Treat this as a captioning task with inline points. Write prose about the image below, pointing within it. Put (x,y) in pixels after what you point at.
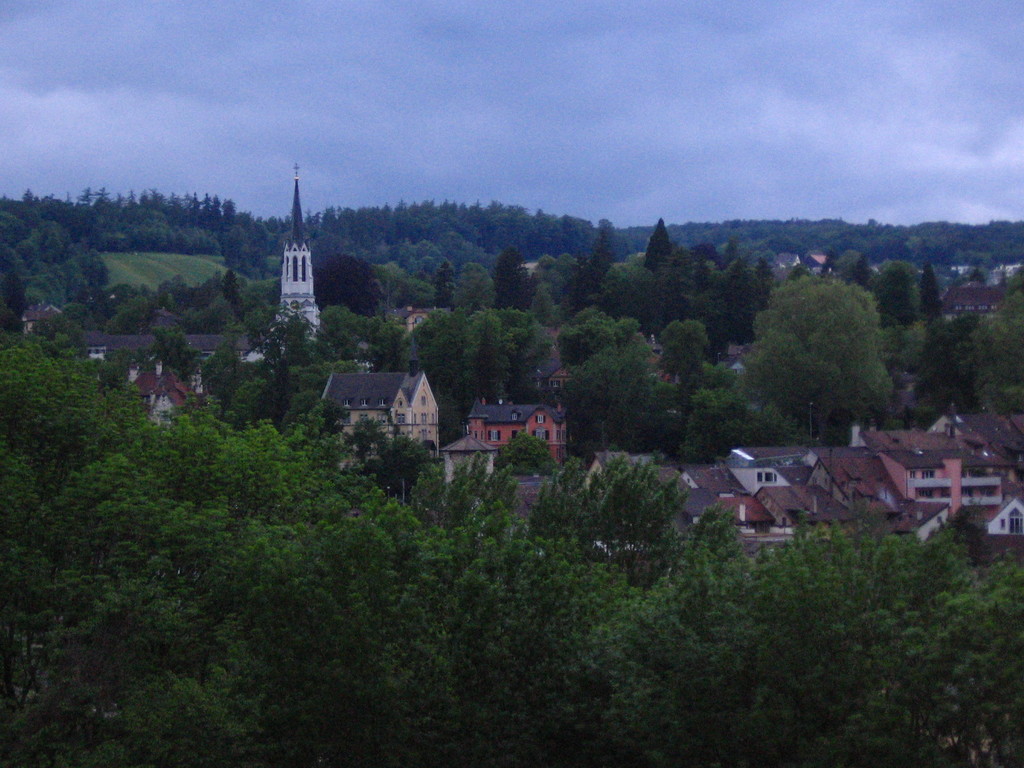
In this picture I can see number of trees (423,248) and buildings (1001,441) in front (913,587). On the top of this picture (435,134) I can see the cloudy sky (491,98).
